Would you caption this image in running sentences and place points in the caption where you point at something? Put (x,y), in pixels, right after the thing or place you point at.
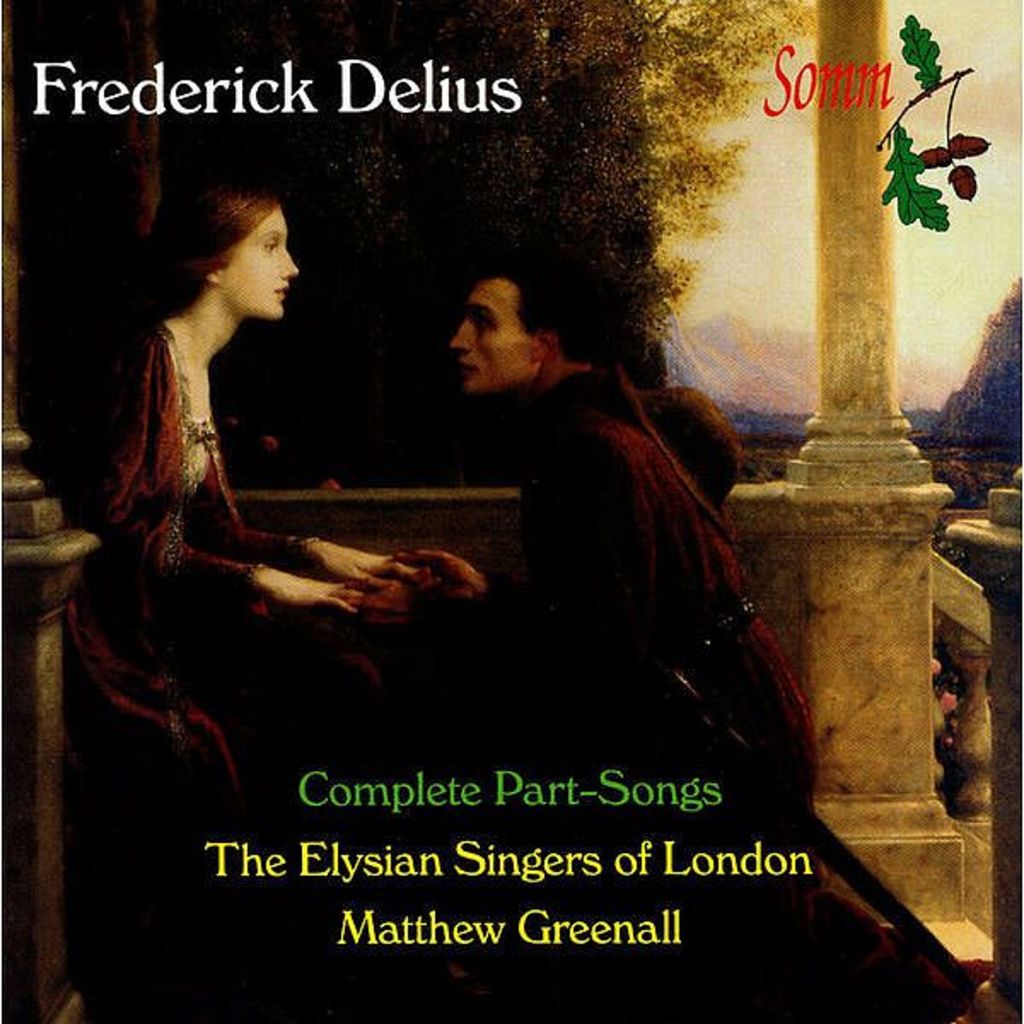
In the image there is a poster (271,530). On the poster (243,568) there is an image of a man (512,597) and a lady (188,655). And also there are pillars (69,585) and there is a railing (744,542). And there is text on the poster (949,723). In the top right corner of the image (895,125) there are leaves (910,180) and fruits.
